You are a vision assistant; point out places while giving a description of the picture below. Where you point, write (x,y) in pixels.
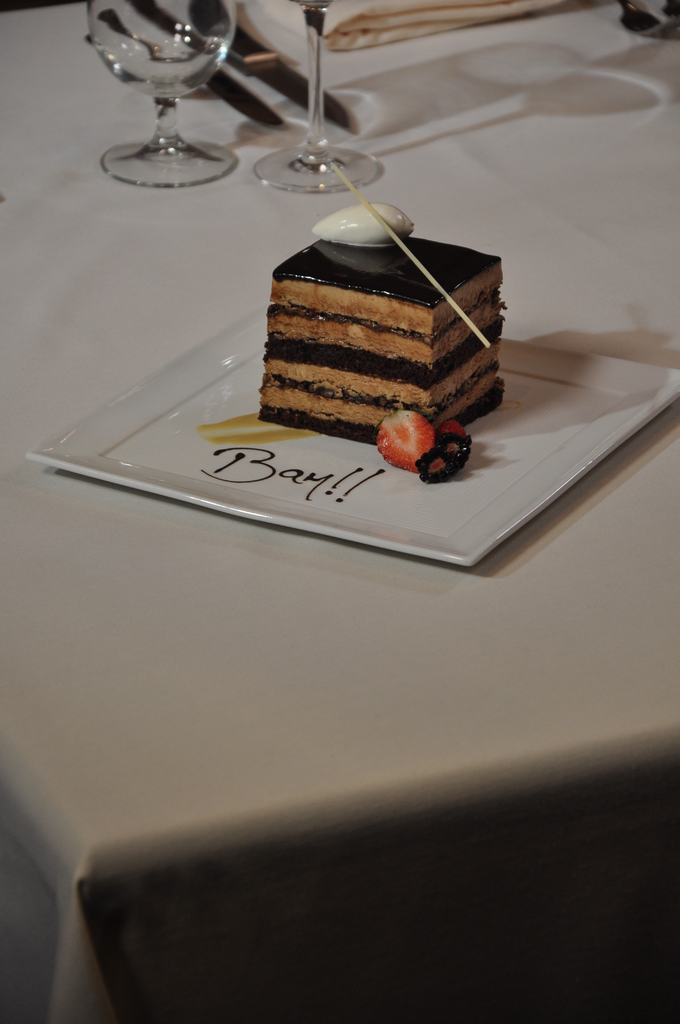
In this image I can see a cake (273,369). And it is brown and black color. And it is on the plate (475,480). On the plate (343,479) there is something is written. And there is also a strawberry (395,418) on the plate (569,454). There are glasses (310,153), knife (302,94), and a plate (390,489) on the table (373,722).
